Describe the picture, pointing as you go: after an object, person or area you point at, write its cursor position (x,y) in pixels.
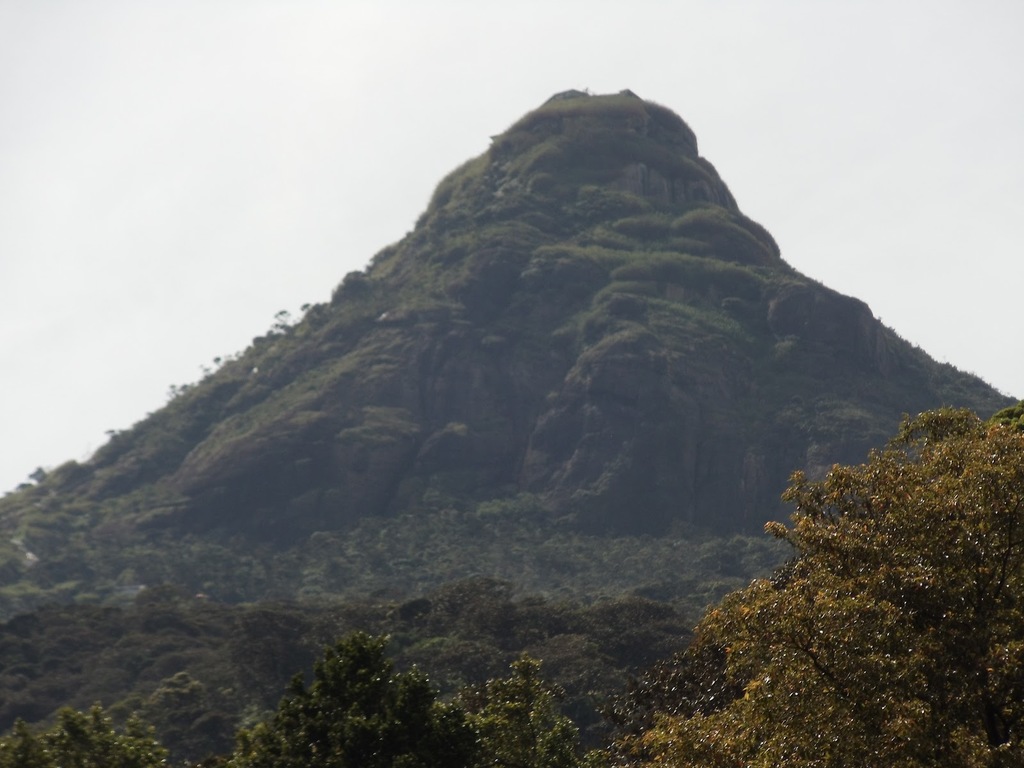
In the center of the image (616,369) there is a mountain (640,469). There are trees (417,678).
